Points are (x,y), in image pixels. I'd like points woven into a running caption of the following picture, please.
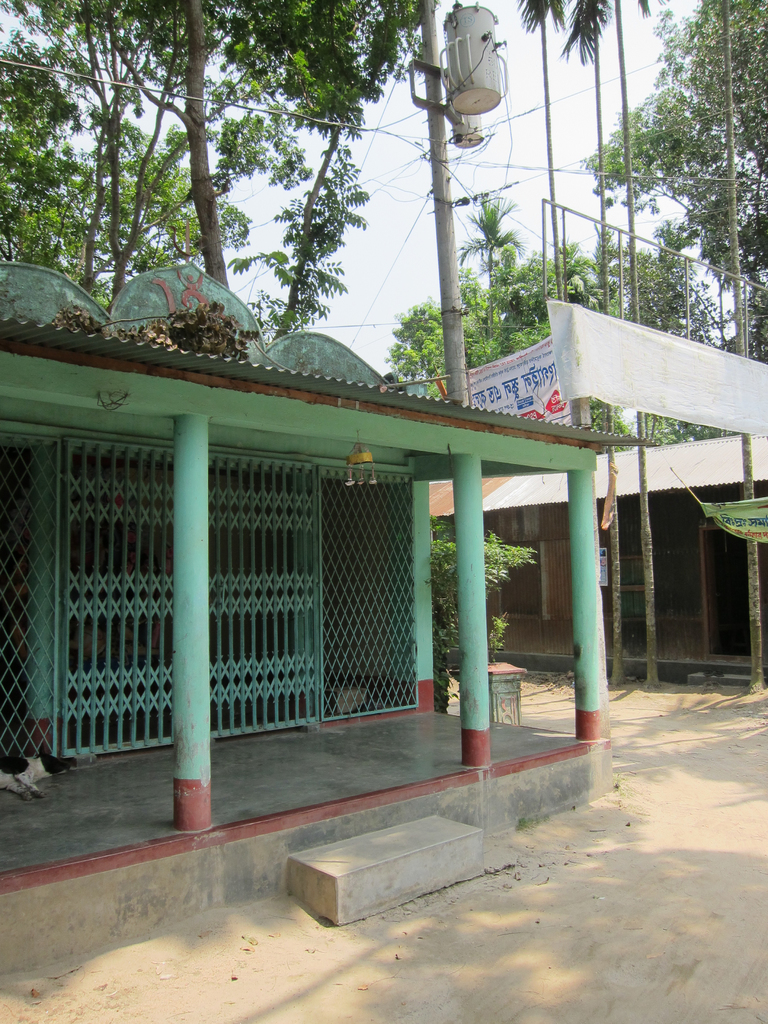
On the left side of the image (109,516) we can see a temple (230,464), roof (334,388), dry leaves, pillars (202,523), grilles (358,614), floor (358,784), stair (358,861) and a dog (49,755) is lying on the floor (250,780). In the center of the image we can see a pole (437,121), wires (478,166). On the right side of the image (569,583) we can see a shed (714,467), banners (719,401). In the background of the image (629,310) we can see the trees (701,25). At the bottom of the image (612,939) we can see the ground (547,983). At the top of the image (385,146) we can see the sky (563,190).
